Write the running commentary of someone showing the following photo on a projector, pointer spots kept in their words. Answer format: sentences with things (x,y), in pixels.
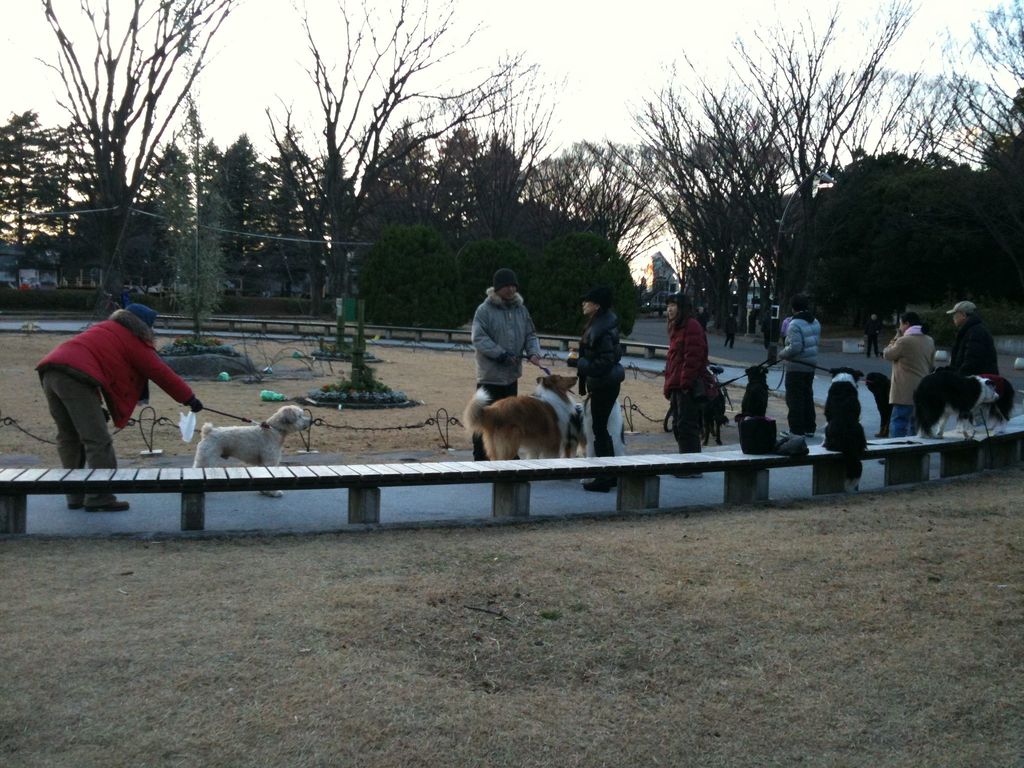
In this image I can see so many people (63,465) standing on the ground (467,494) holding dogs (872,378), also there is a bench (999,455) and trees (934,72) at back (240,320).
